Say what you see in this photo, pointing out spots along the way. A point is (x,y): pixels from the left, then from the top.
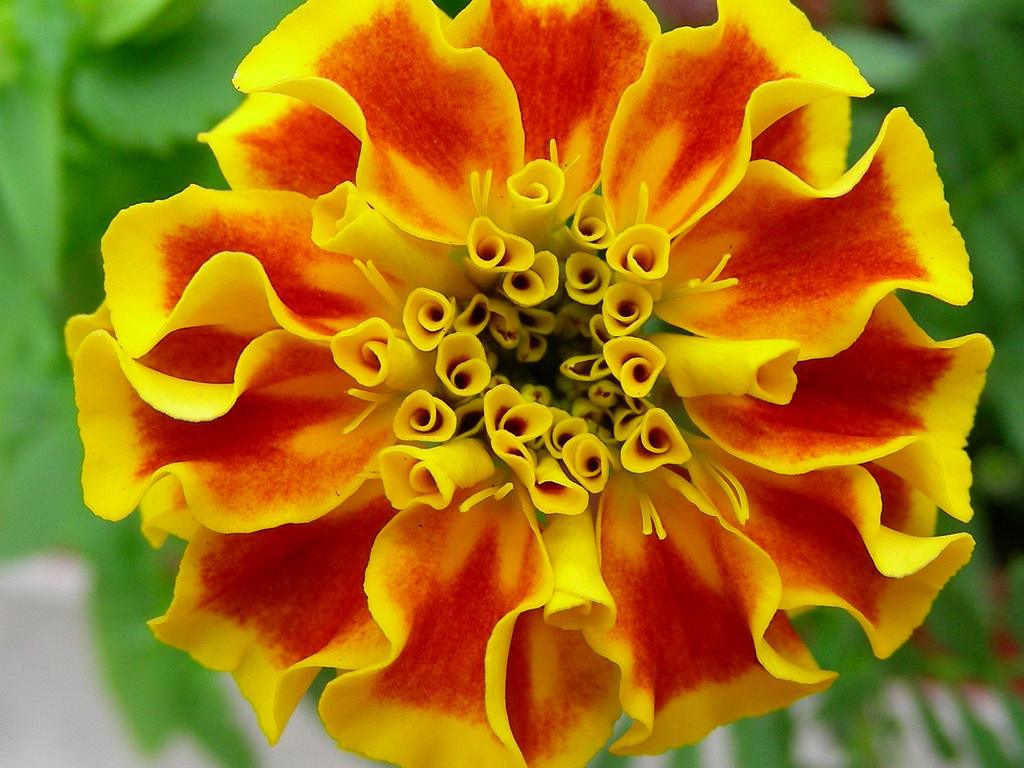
In this picture there is a red and yellow color flower (352,178). Behind there is a green color blur background (998,6).
